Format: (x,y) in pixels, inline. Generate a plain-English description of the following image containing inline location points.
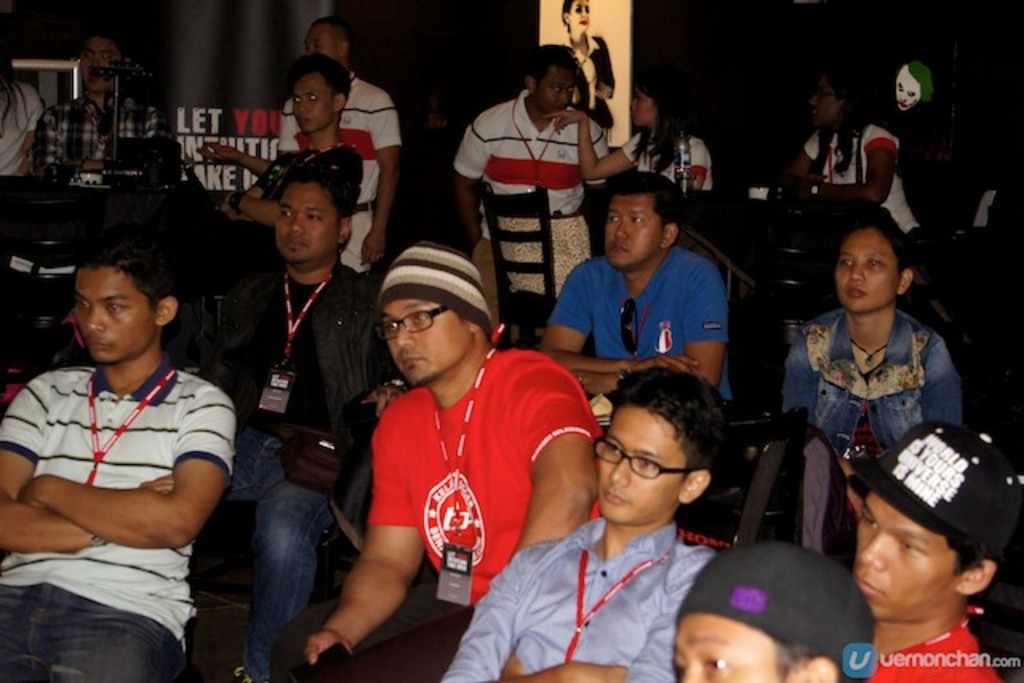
In the image we can see there are people (570,342) sitting on the chairs (55,232) and the people (513,517) are wearing id cards (93,407). Behind there are other people (840,134) standing and there is a water bottle (676,176) kept on the table (762,223).
